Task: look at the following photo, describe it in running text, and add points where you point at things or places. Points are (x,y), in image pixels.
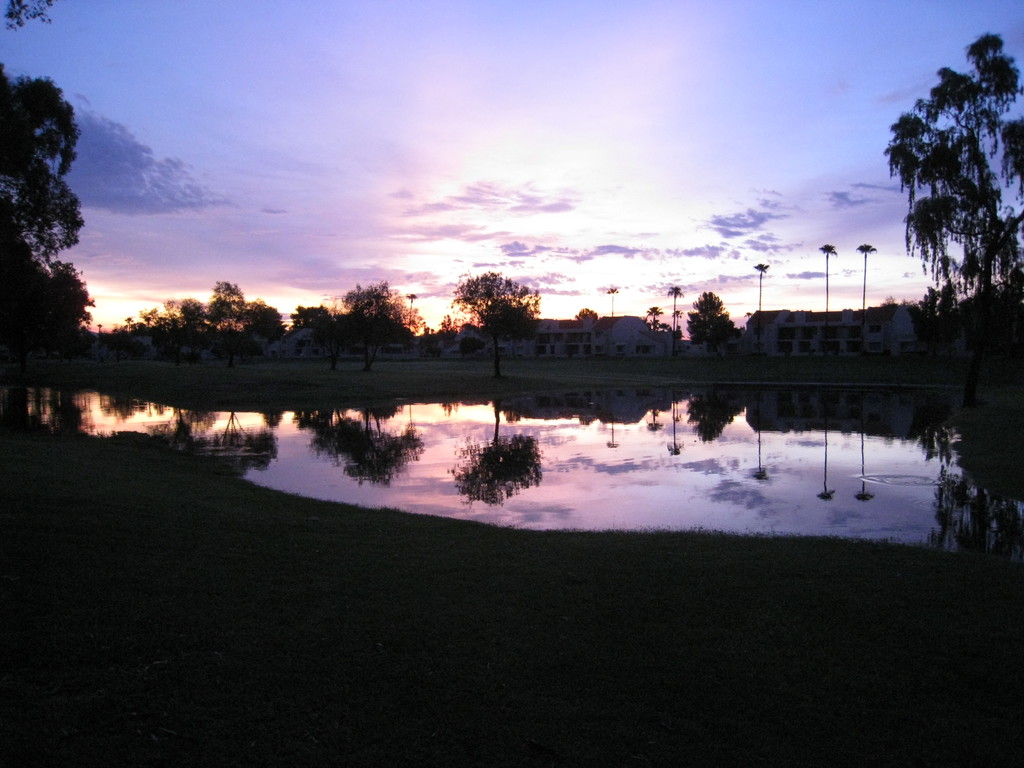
At the bottom (484,660), we see the grass (482,617). In the middle (355,446), we see water (706,464) and this water (645,430) might be in the pond (229,422). We see the reflections (587,417) of trees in the water (753,412). On either side of the picture, we see the trees (31,147). There are trees (502,329) and buildings (636,336) in the background (587,336). At the top (251,163), we see the clouds (145,157) and the sky (728,268).
